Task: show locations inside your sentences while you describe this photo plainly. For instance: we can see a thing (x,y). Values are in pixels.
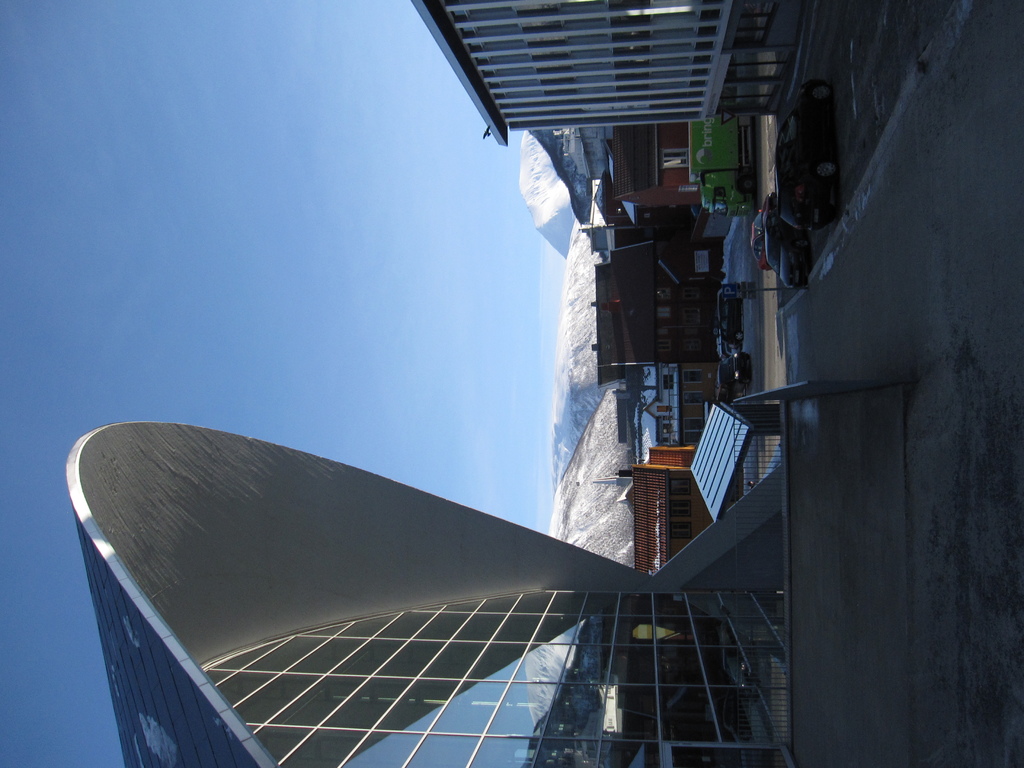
This image consists of buildings (634,690). On the right (732,343), we can see the cars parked on the road (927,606). In the background (561,419), there are mountains (563,483) covered with the snow (545,219). At the top (183,200), there is sky (308,316).
